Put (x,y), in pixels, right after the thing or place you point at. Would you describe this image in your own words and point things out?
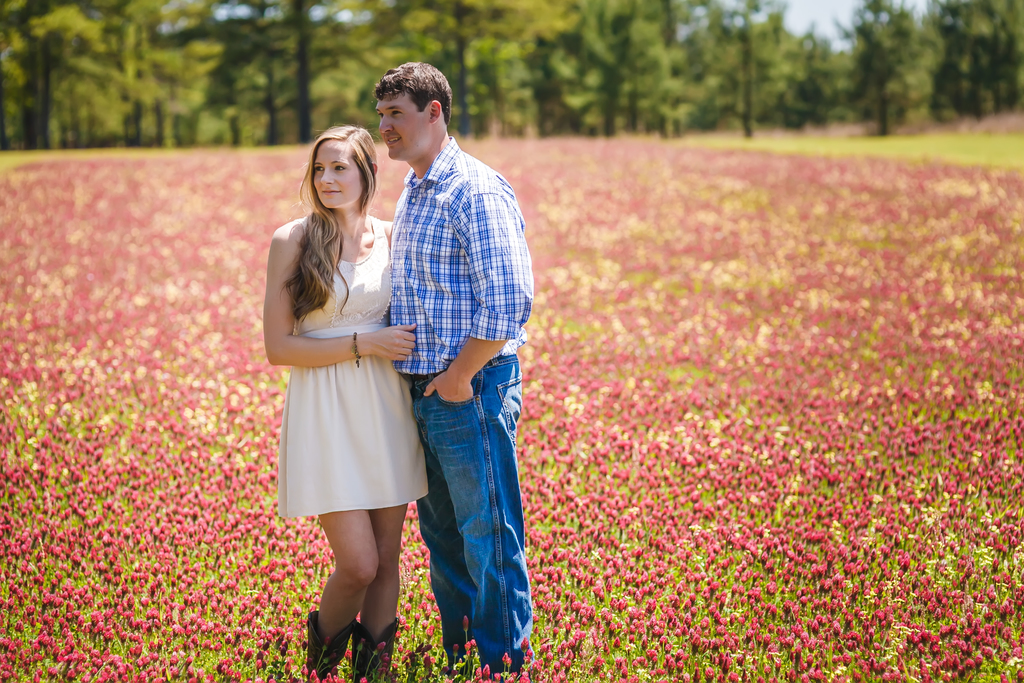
In this image in the foreground (395,263) there is one man (395,263) and one woman (356,335) who are standing, and in the background (950,419) there are some flowers (638,248) and plants (850,200) and some trees (488,99).
